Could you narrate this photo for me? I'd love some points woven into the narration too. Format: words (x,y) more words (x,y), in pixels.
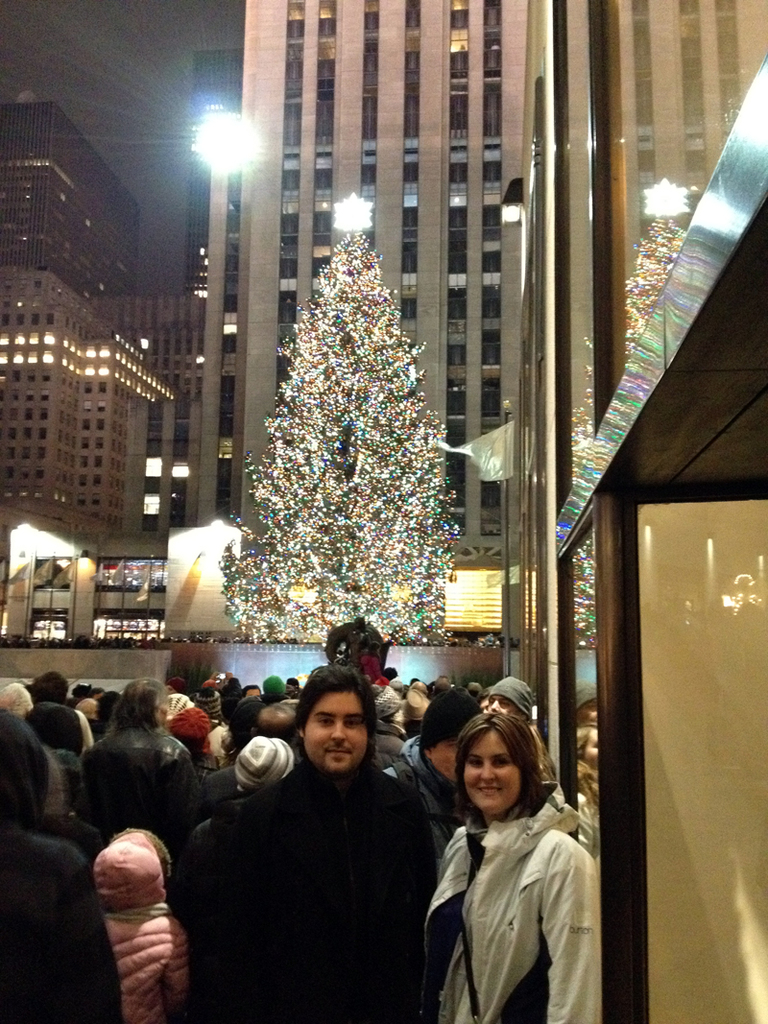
In this image we can see a few people (338,736), in front of them there is a big Christmas tree (387,441), there are some lights (391,590), some buildings (160,331), also we can see the sky (146,184).
